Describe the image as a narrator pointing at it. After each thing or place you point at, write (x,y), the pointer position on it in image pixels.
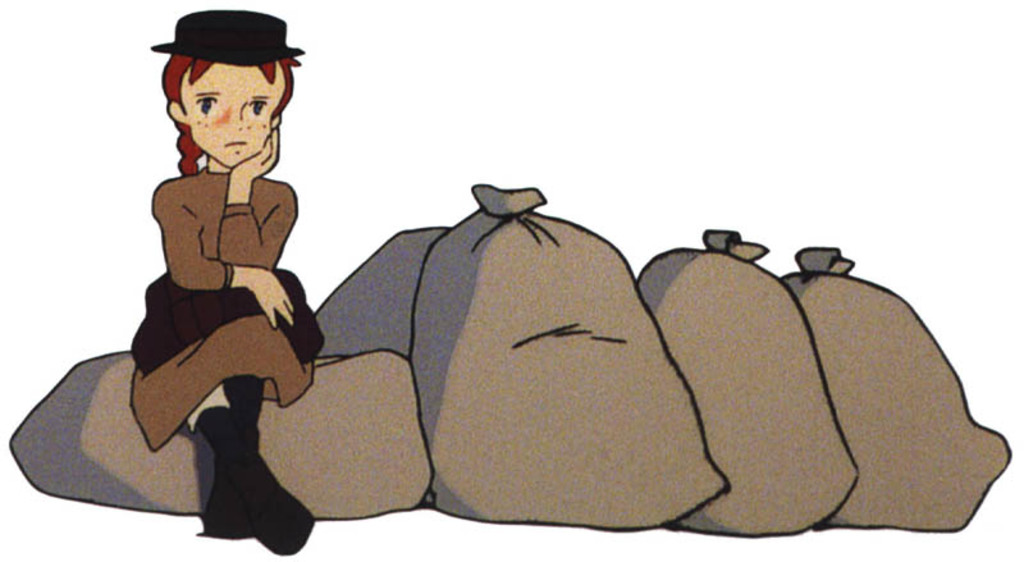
This is an animated image. In this image we can see many gunny bags (544,335). Also there is a girl (231,196) wearing cap (225,41) and she is sitting on a bag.
